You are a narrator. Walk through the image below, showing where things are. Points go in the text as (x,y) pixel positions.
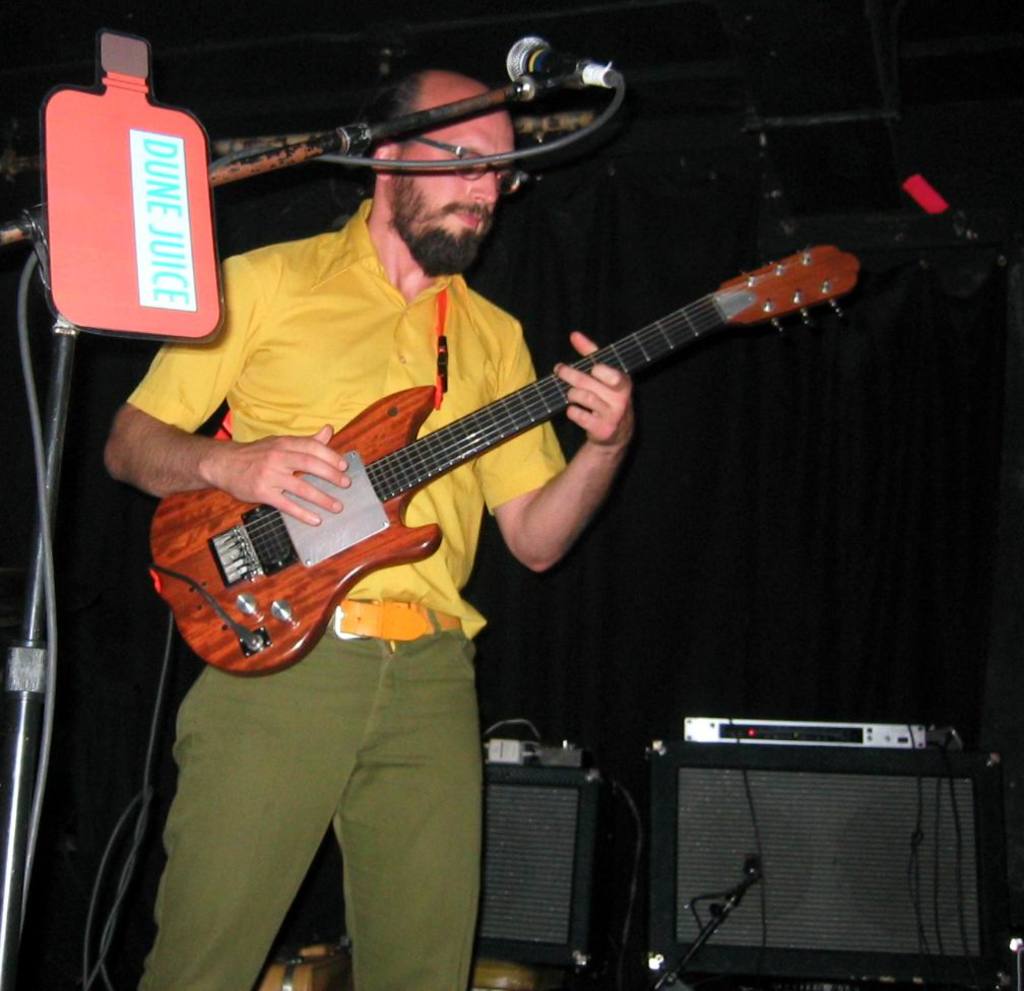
In this picture there is a man (468,315) who is wearing yellow shirt (454,321), trouser (426,718) and spectacle (460,149). He is playing guitar (335,438). He is standing near to the mic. At the bottom (323,987) we can see the musical instruments (810,741), speakers (866,866) and cables (958,866). In the background (847,522) we can see the darkness (704,468).
